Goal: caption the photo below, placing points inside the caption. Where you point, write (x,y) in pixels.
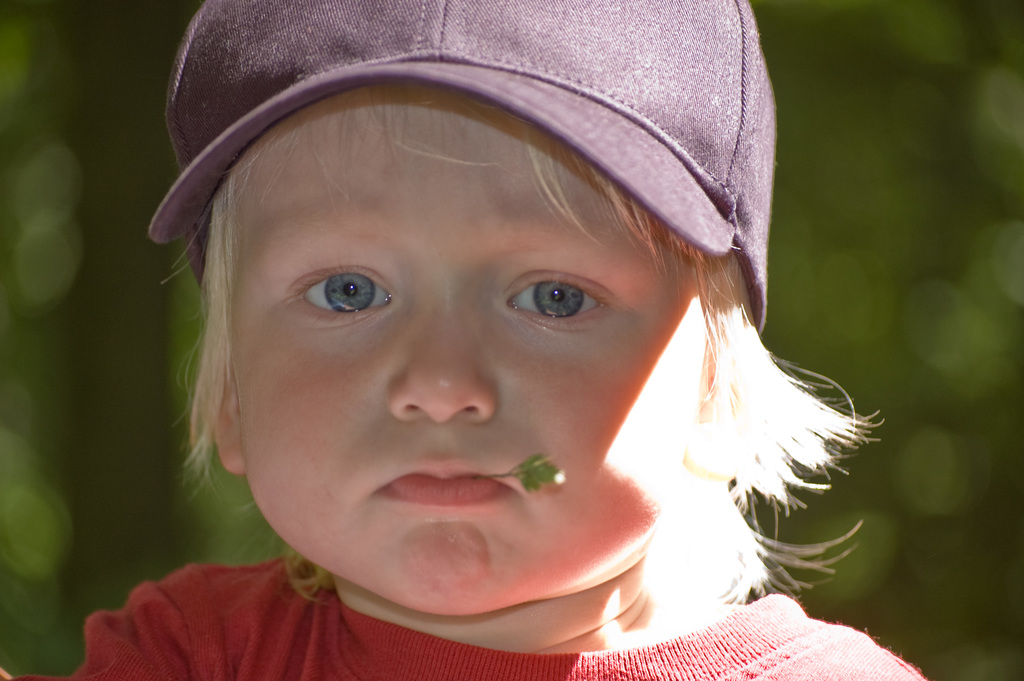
In this image there is a baby (518,611) wearing red t-shirt (265,616) and maroon cap (399,23). In the background (896,127) there are trees (911,598). The background (902,559) is blurry. There is a leaf (524,468) in the baby's mouth (500,479).
